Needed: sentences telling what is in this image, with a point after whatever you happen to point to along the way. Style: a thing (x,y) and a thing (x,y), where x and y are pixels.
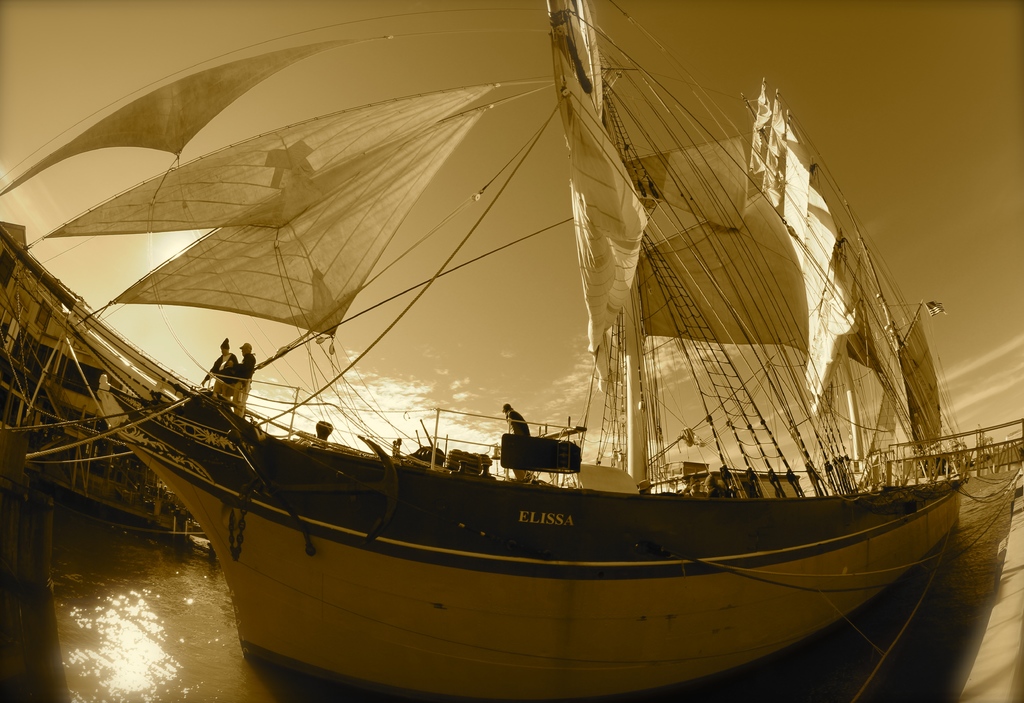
In the center of the image (526,458) there is a ship (337,560) and we can see people (235,371) in the ship (505,442). At the bottom (163,615) there is a river (120,594). In the background (551,313) there is sky (718,67).
